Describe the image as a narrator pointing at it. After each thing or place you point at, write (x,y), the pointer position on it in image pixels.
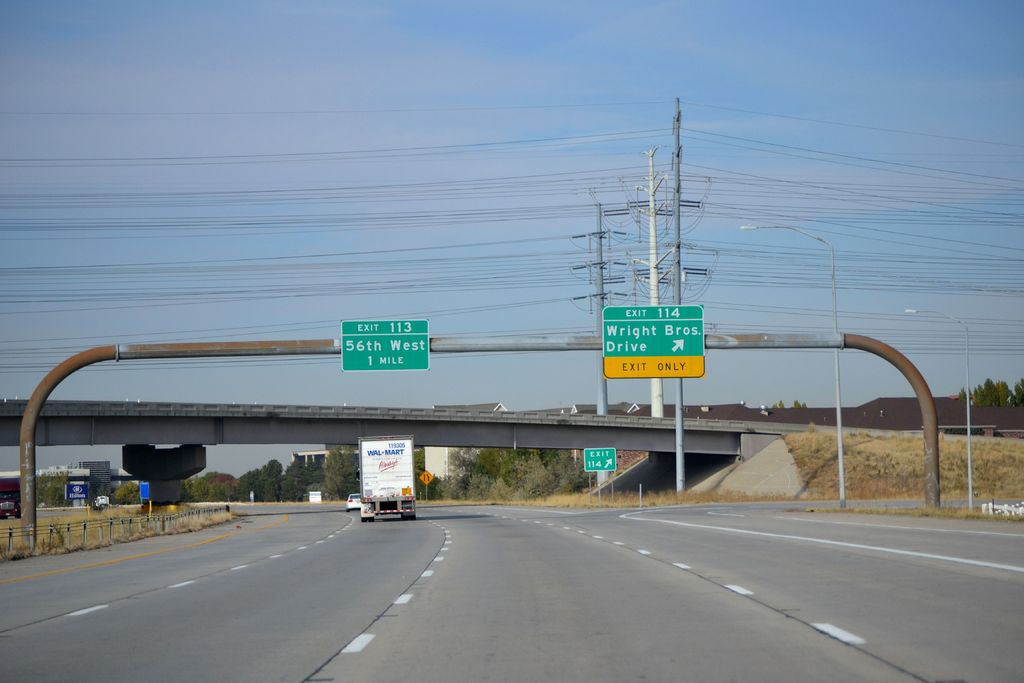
In this picture I can see couple of cars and a truck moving on the road (636,586) and I can see couple of boards (672,354) with some text (649,341) and I can see a bridge (318,431) and few houses (813,413) and buildings (883,408) and I can see few poles (708,336) and a blue sky (540,212).
